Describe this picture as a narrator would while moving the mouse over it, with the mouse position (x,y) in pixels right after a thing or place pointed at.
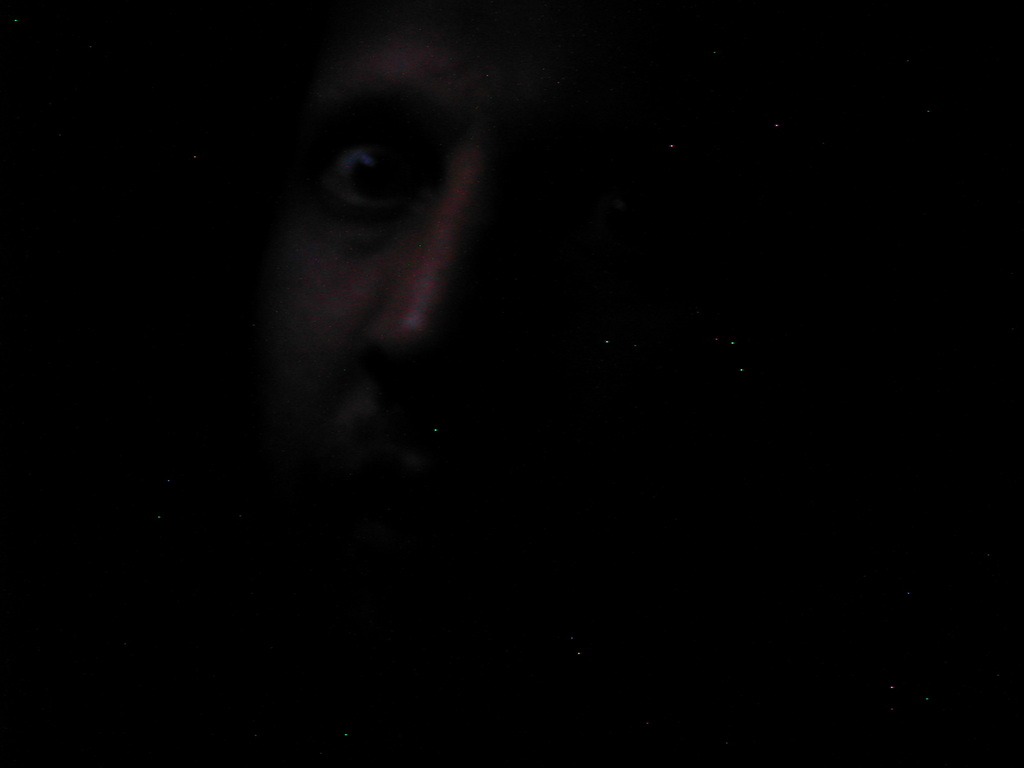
This picture is completely dark and here we can see face (354,197) of a person (333,392).
